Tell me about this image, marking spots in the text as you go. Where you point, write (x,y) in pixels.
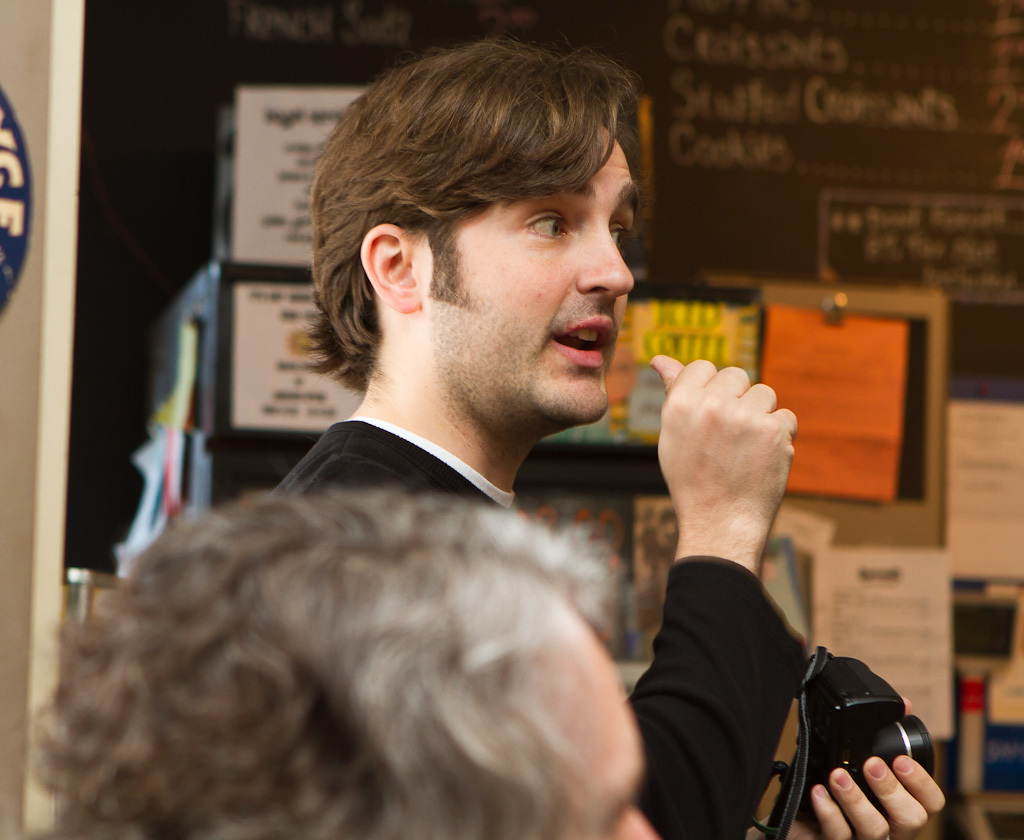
In the image we can see there is a man (550,242) who is standing and holding camera (876,732) in his hand (903,758) and the image at the back (175,283) is little blurry.
